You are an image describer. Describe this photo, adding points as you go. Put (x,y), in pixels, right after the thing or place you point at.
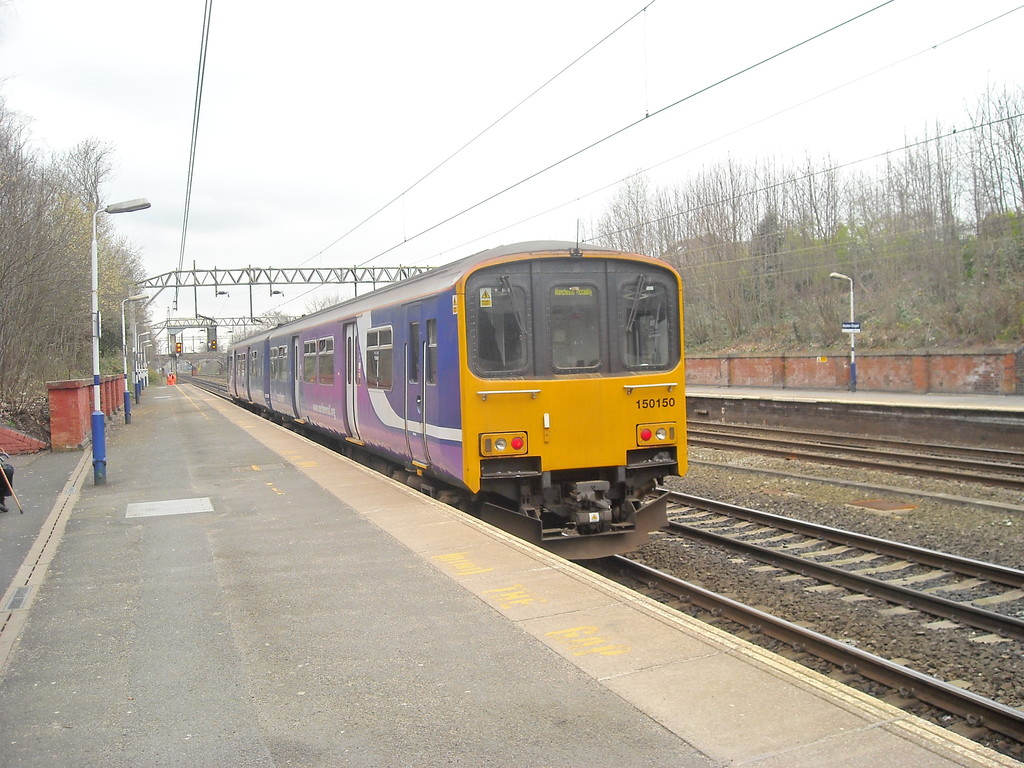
This image consists of a train (560,446). At the bottom (865,589), there are tracks (941,598). To the left (186,601), there is a platform (141,578) along with trees (79,297). At the top (238,46), there is a sky (228,83). The train (481,392) is in yellow and blue color.
